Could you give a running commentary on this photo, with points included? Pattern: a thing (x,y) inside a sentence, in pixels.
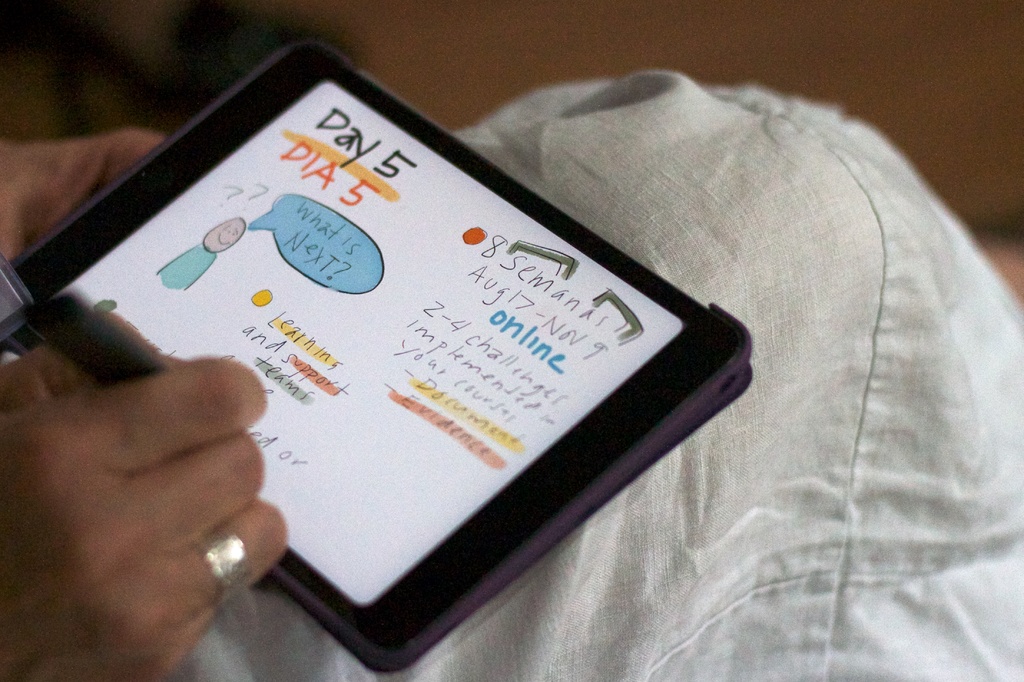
In this image I can see a person's hand (15,557) holding a black colored object (83,351) and an electronic gadget (438,325) in his hand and I can see a white colored cloth (761,483). I can see the brown colored object (478,62) in the background (428,53).
